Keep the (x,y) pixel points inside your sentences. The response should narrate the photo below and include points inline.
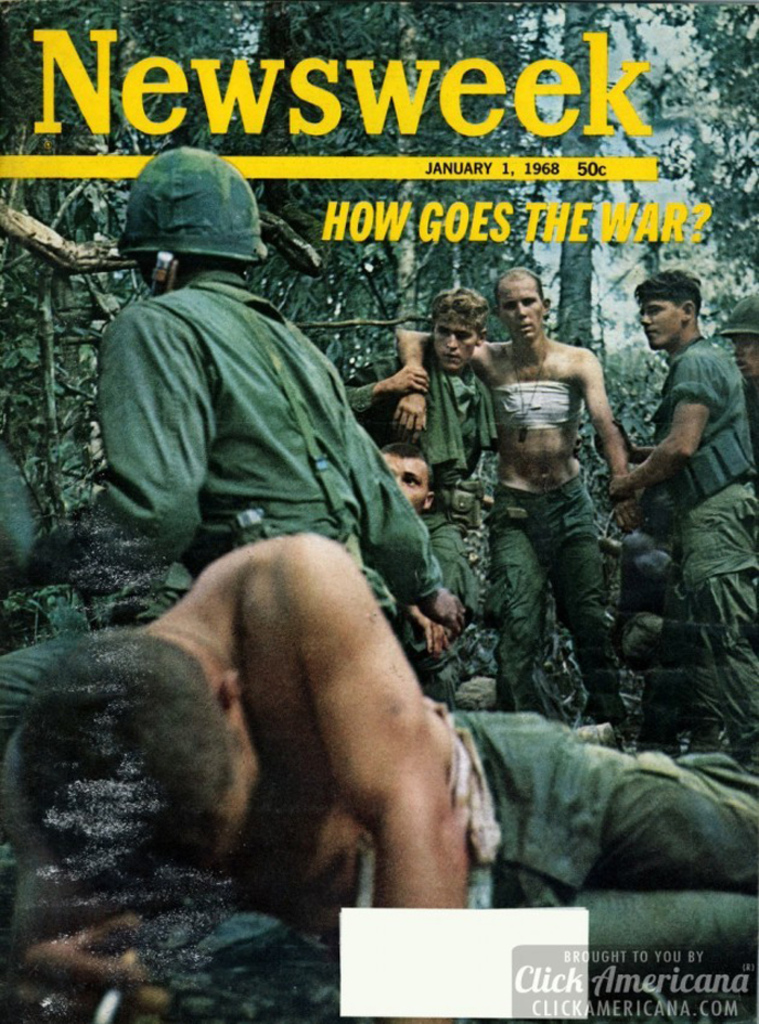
In this picture we can see an object (151,2) seems to be the poster (677,584) which include the pictures (669,265) and in the foreground (394,775) we can see a person (291,797) lying and on the left (236,335) we can see another person (226,312) wearing helmet (218,206) and seems to be sitting. In the background (540,477) we can see the group of persons (554,471), sky (683,194), trees (515,212) and we can see the watermarks (580,975) on the image.
